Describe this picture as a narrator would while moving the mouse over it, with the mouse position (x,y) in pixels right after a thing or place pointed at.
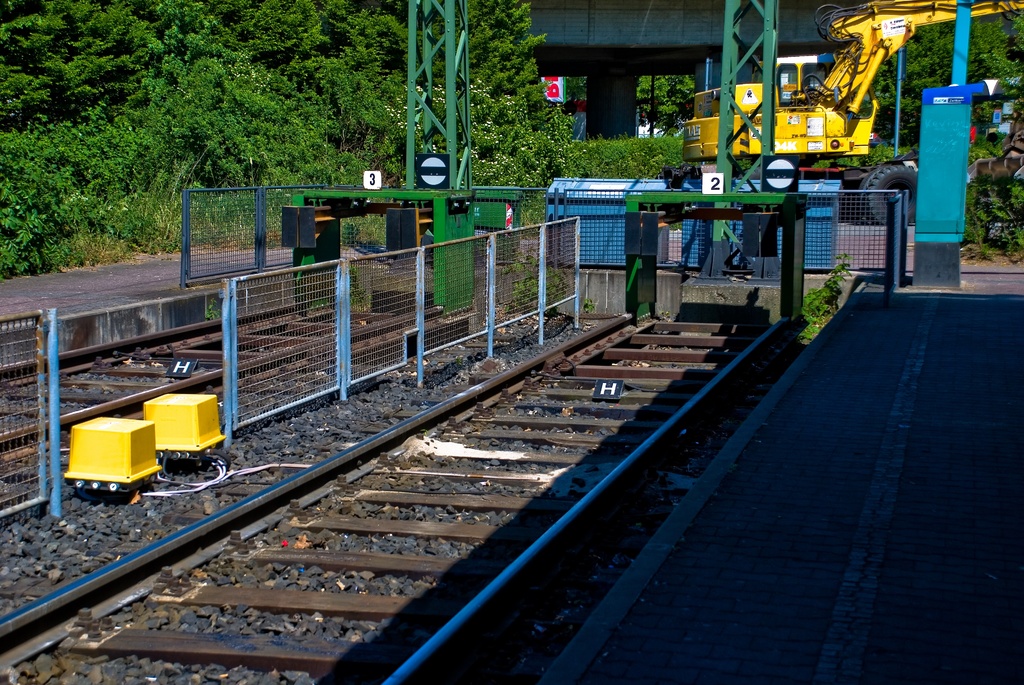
In this picture we can see a platform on the right side (808,653). There is a railway track (116,415). We can see a letter (179,366) on the black objects (608,385). There are two yellow objects (125,474). We can see some fencing (224,266) and colorful objects (940,112) are visible from left to right. There is a vehicle (848,149), plants (396,160), trees (345,171), a pillar (590,97) and other objects (410,149) are visible in the background (958,102).
